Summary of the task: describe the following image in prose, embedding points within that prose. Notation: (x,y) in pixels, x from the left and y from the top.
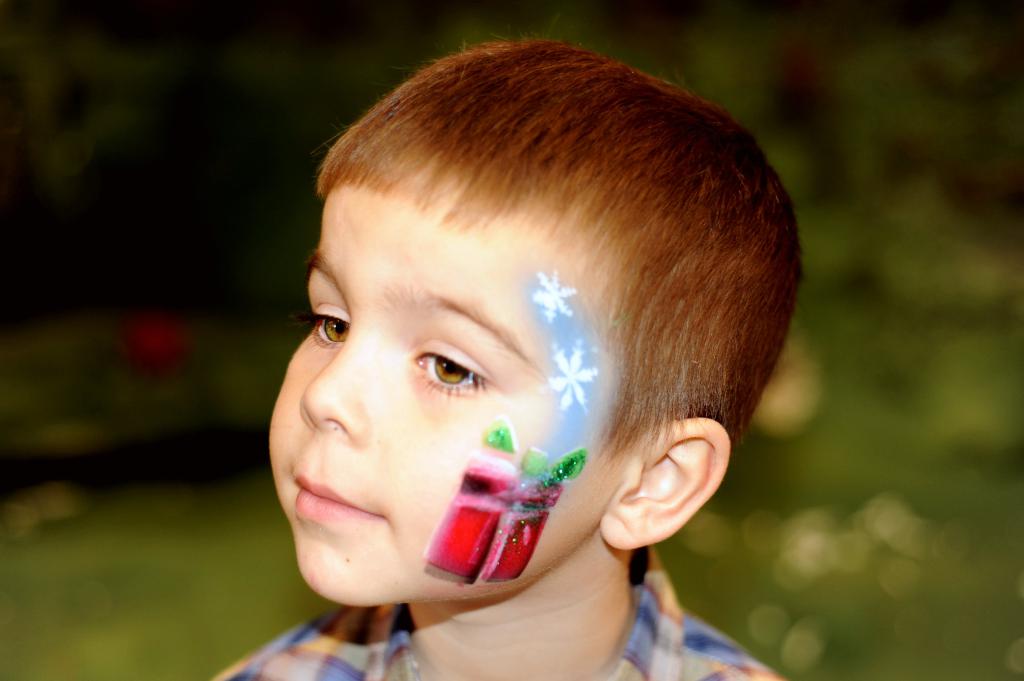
There is a boy (510,524) with red, green, blue and white color painting (506,472) on the face (449,492). In the background (247,349) it is blurred.
